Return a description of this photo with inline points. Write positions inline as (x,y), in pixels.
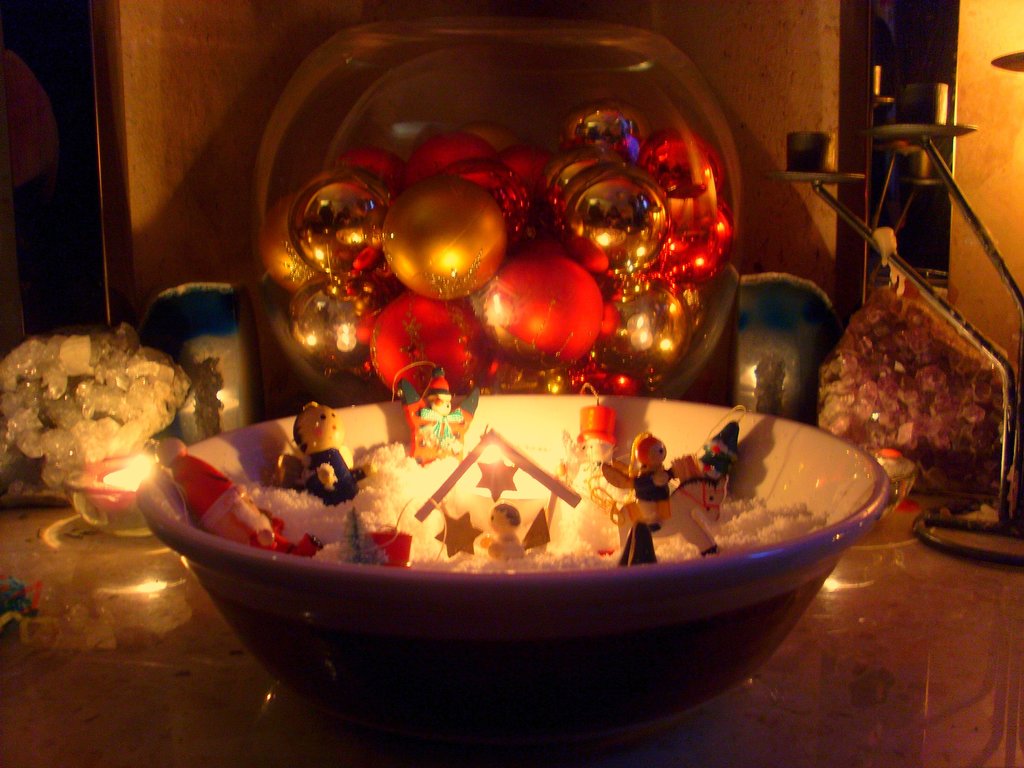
In this picture I can see a bowl (357,436) in which there are few toys (284,476) and in the background (198,396) I see few decoration things (628,209).
